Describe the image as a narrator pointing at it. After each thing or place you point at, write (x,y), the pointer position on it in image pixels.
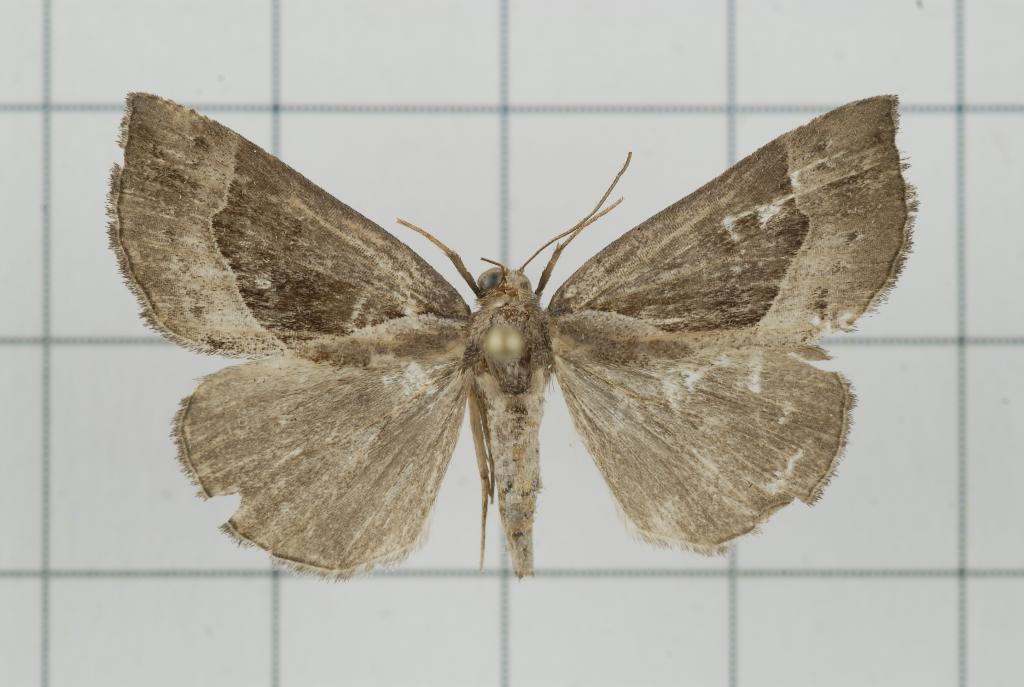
In this picture we can see a moth (239,179) on the white grid paper (730,133).
